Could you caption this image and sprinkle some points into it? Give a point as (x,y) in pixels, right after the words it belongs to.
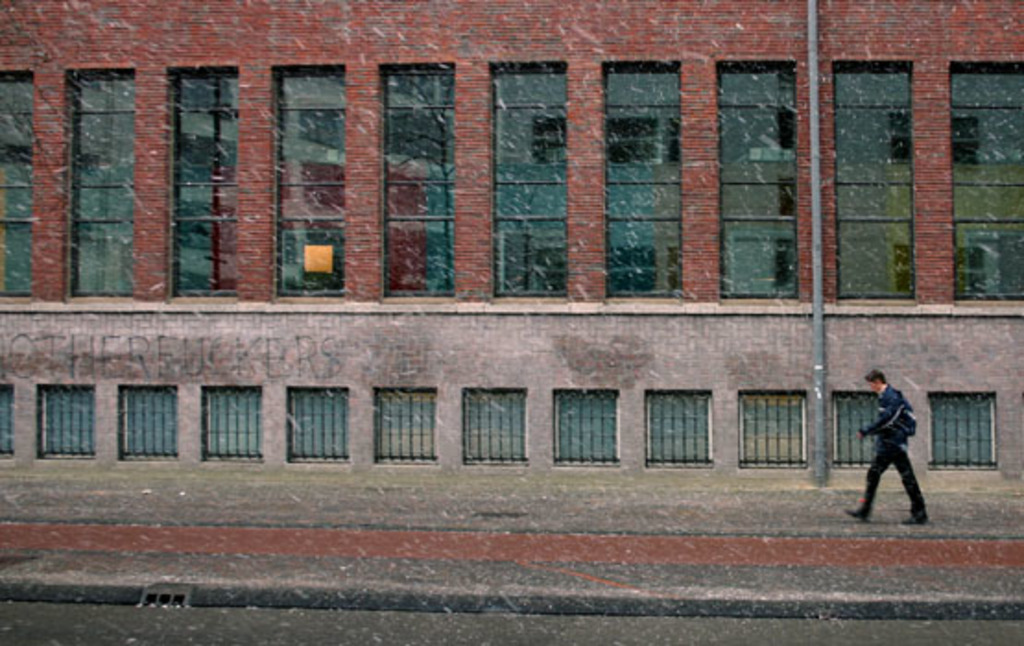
In the image on the right (905,445), we can see one person (892,443) walking. In the background (460,346) there is a building (450,346), one pole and windows (560,246).
